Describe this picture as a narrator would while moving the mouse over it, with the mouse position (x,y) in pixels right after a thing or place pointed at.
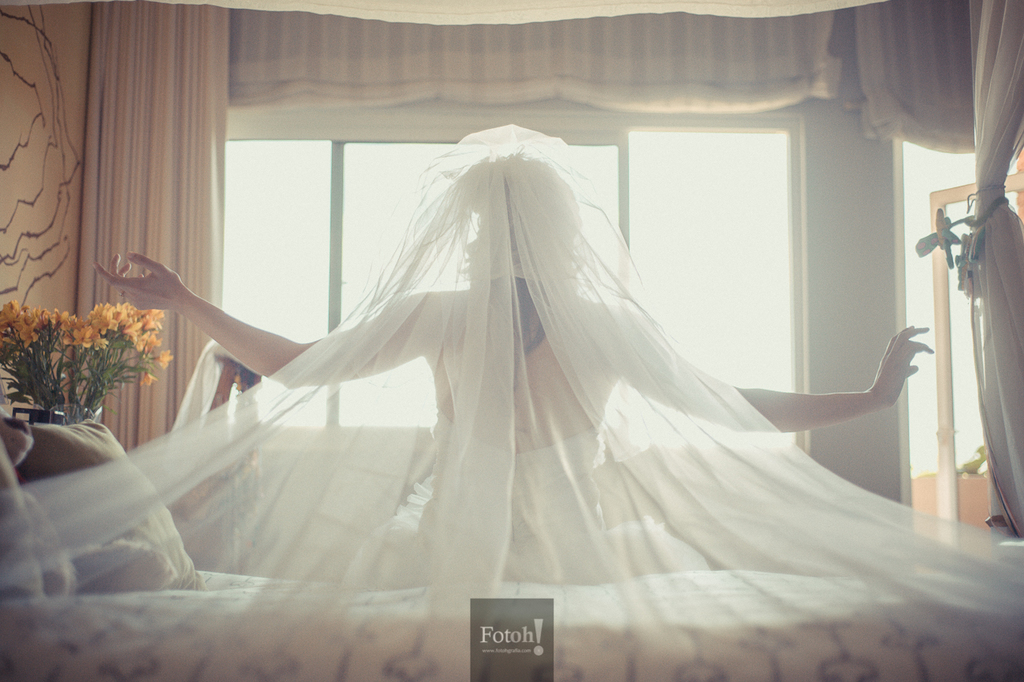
In this picture we can see woman (519,475) sitting on bed (408,623) with pillows (178,540) on it and in front of her we can see a window (280,212) with curtain (173,137) and beside to her we have vase (74,403) with flowers (82,341) in it, wall (79,160), door (920,171).
